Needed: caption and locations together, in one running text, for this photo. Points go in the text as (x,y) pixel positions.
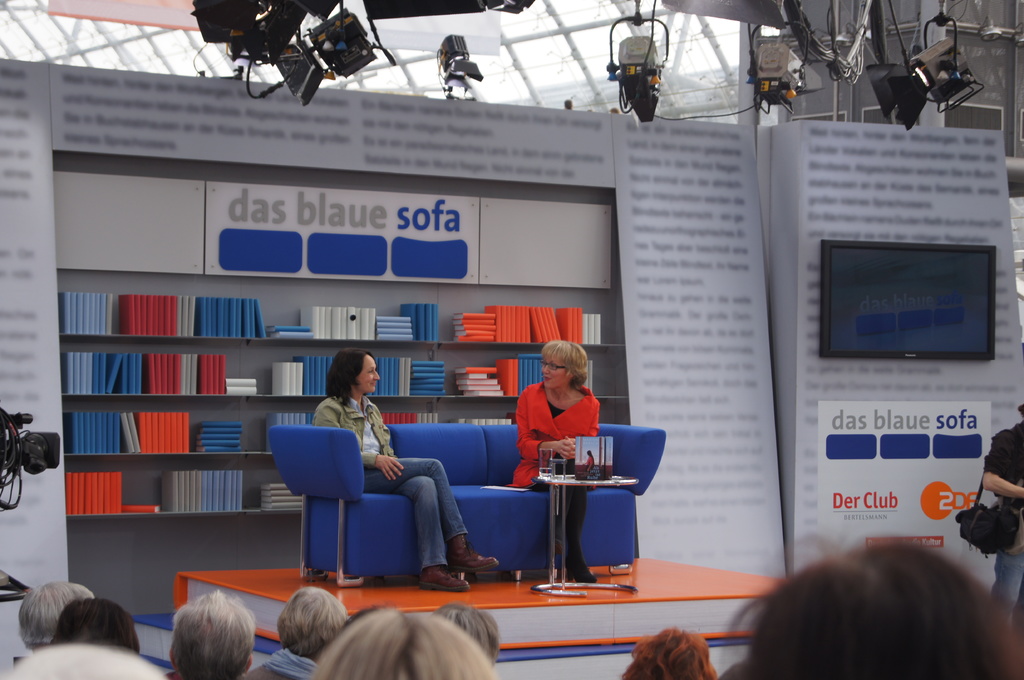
This is a picture in a hall (699,372), the two women (531,416) are sitting on the blue sofa (389,531) backside of this two people (587,401) there is a shelf (137,340) with books (161,326). In front of them there are women's (884,603) and persons (828,615). This is a camera (30,473).
